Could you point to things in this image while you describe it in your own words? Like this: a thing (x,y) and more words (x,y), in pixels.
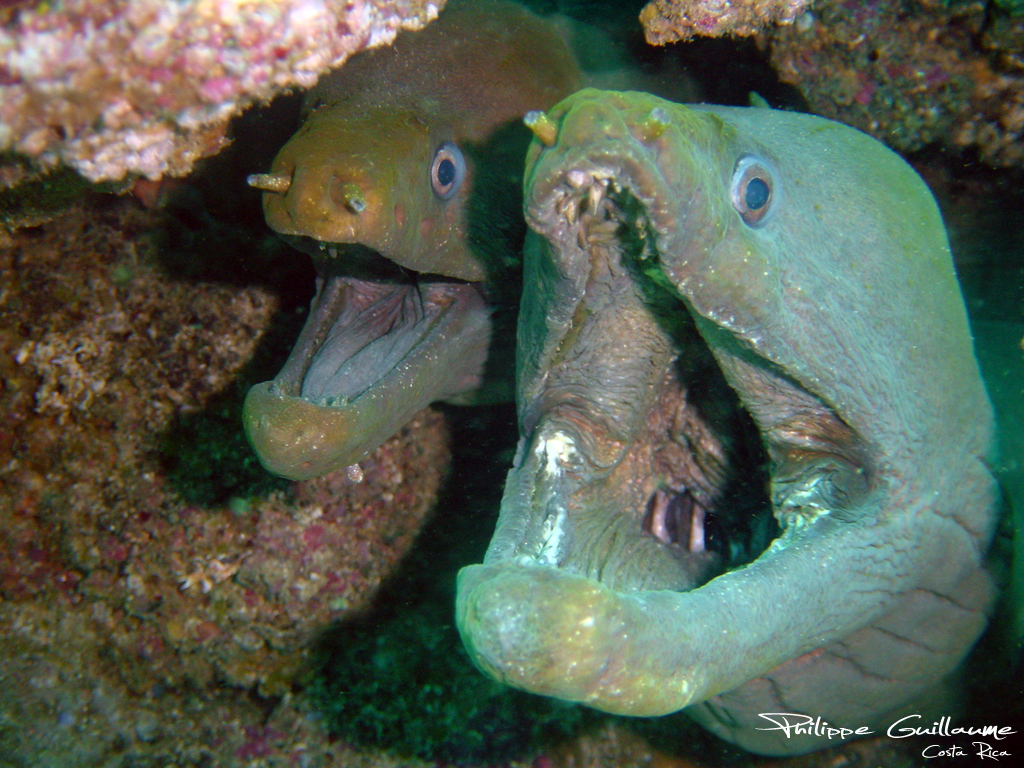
In the center of this picture (495,383) we can see the marine creatures (650,347) seems to be the moray eel (737,359). In the background (216,63) we can see some other objects (223,542). In the bottom right corner (946,715) we can see the text (877,735) on the image.
